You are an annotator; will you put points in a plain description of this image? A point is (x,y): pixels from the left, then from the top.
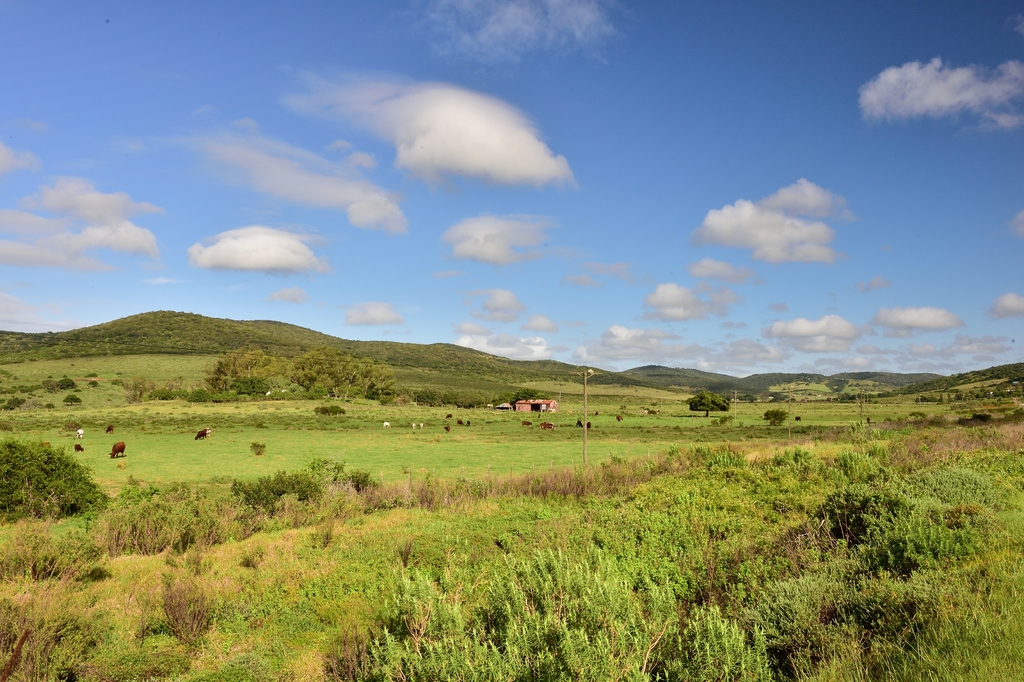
There are animals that are grazing and there are trees (389,390) in the long back side. At the top (419,148) it's a sunny sky (570,197).
